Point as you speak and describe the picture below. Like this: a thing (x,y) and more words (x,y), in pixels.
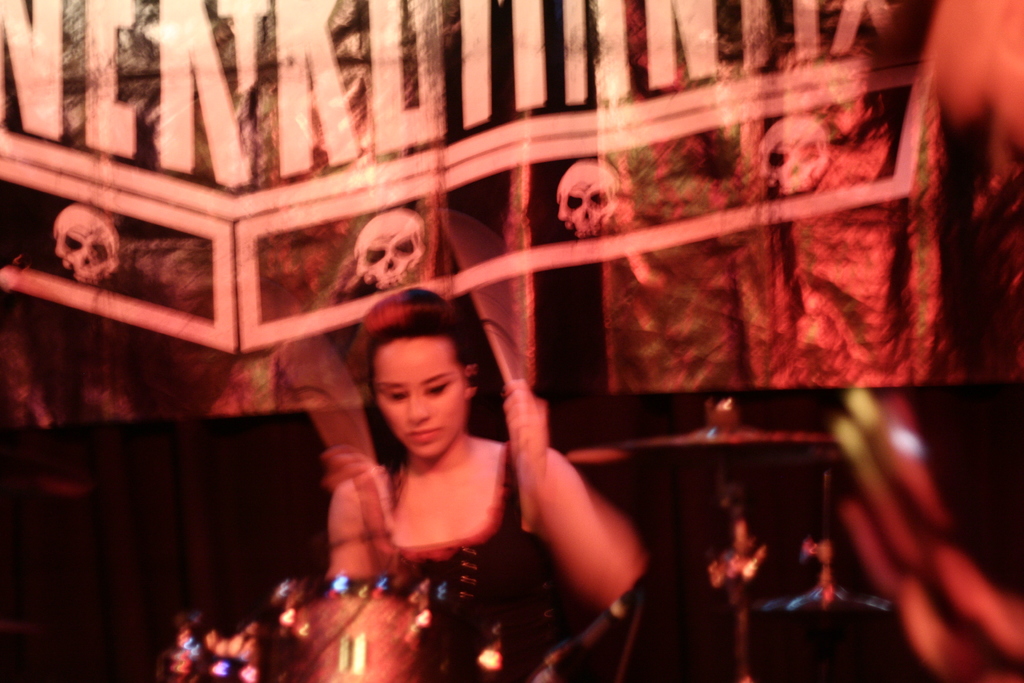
In this image we can see a woman (438,501) playing a musical instrument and in the background (361,174) we can see the posters (206,409).
